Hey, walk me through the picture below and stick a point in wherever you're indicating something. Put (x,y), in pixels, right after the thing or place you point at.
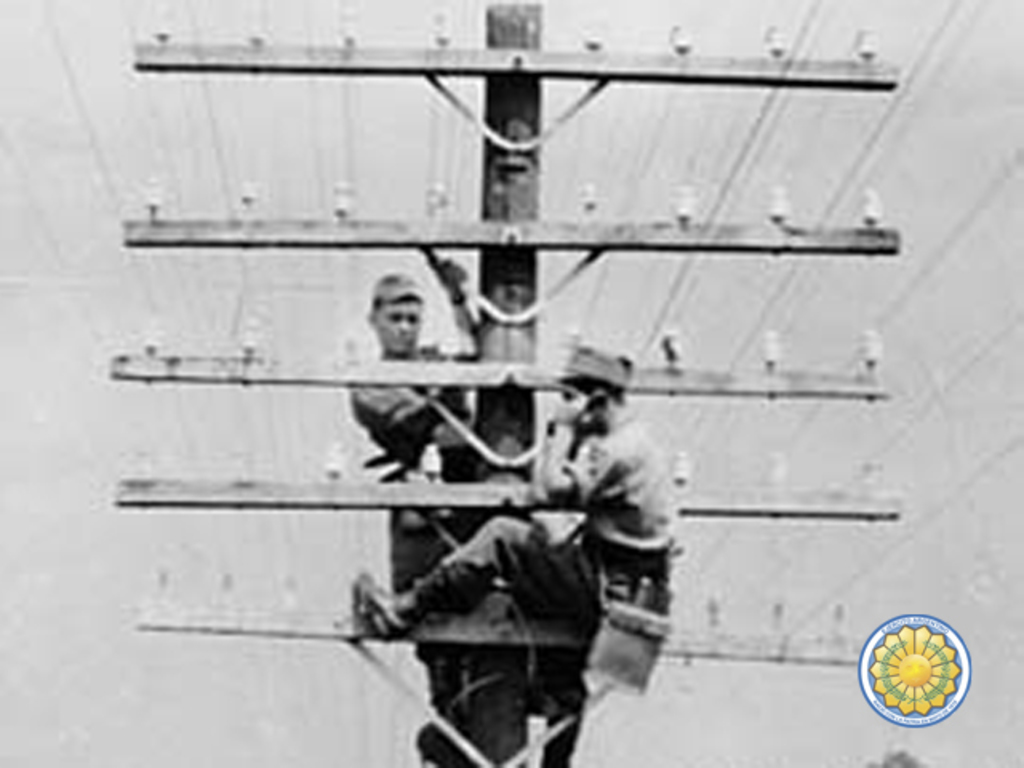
Here in this picture we can see an electric pole (487,94), on which we can see two persons (528,561) standing and one person (626,504) is holding a telephone (577,441) in his hand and we can see wires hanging through the pole (517,393) and this total image is in black and white color.
